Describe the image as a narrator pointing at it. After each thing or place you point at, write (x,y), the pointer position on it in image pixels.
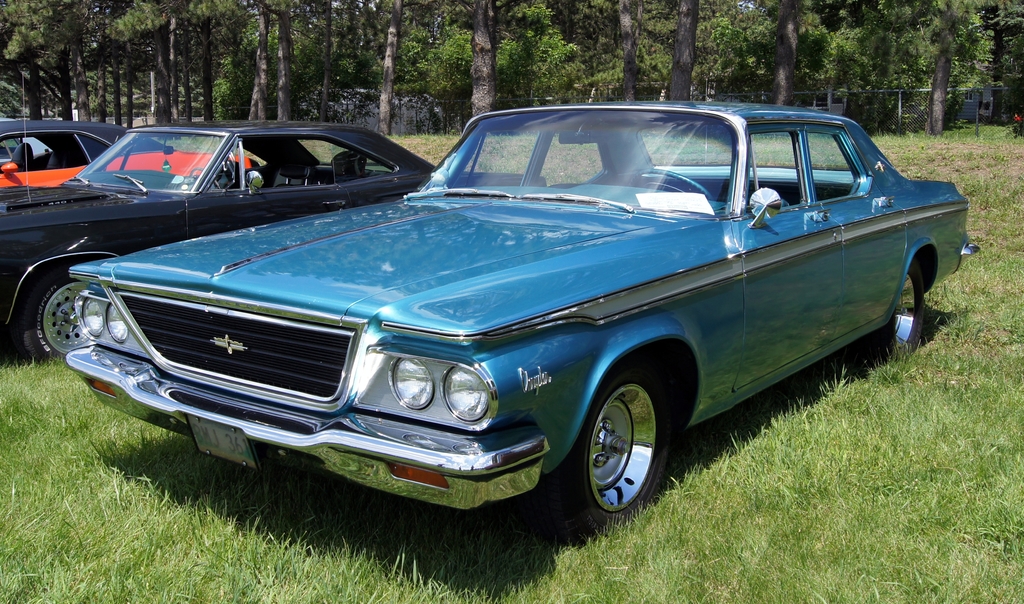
In the center of the image (372,312) we can see few vehicles (227,216). In the background (253,104), we can see trees (457,42), grass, compound wall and few other objects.
